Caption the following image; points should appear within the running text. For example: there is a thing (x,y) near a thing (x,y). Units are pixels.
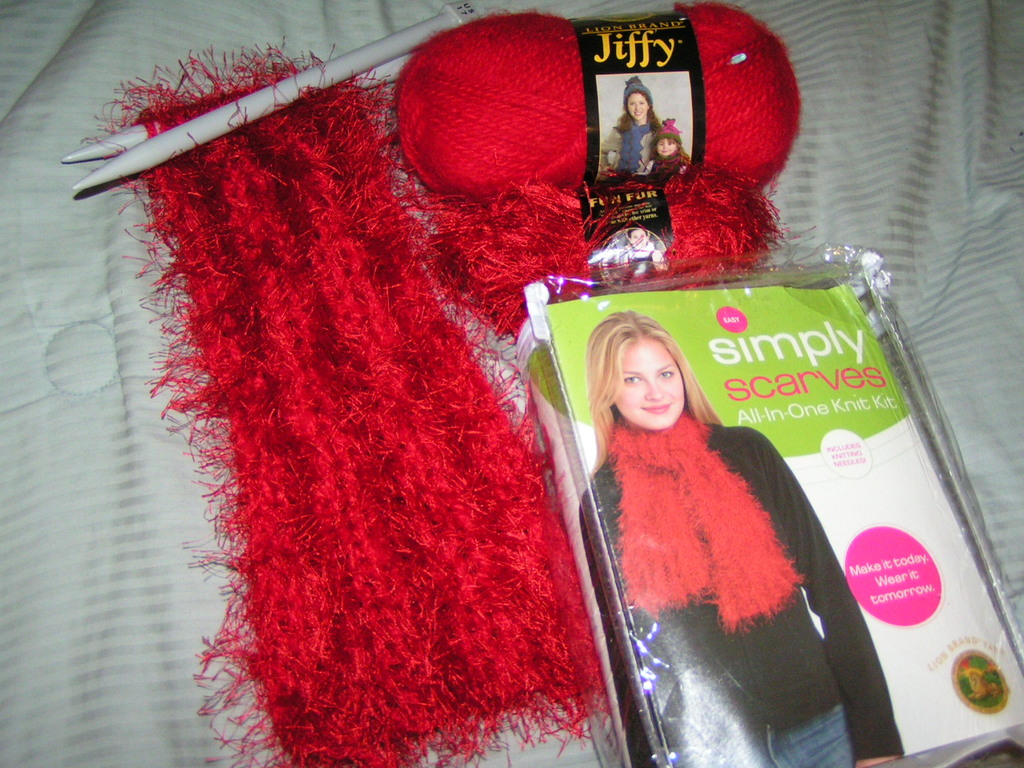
There is a white cloth (128,511). On that there are needles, thread (438,62), packet (728,538) and some other items (390,358). On the packet (563,442) there is an image (658,445) of a lady (642,560) wearing scarf (675,426) and something is written on that. On the thread (581,130) there is a label (625,117) and something is written. And there is an image (620,125) of a lady (634,136) and a child (660,131) wearing something on the head (640,100).
